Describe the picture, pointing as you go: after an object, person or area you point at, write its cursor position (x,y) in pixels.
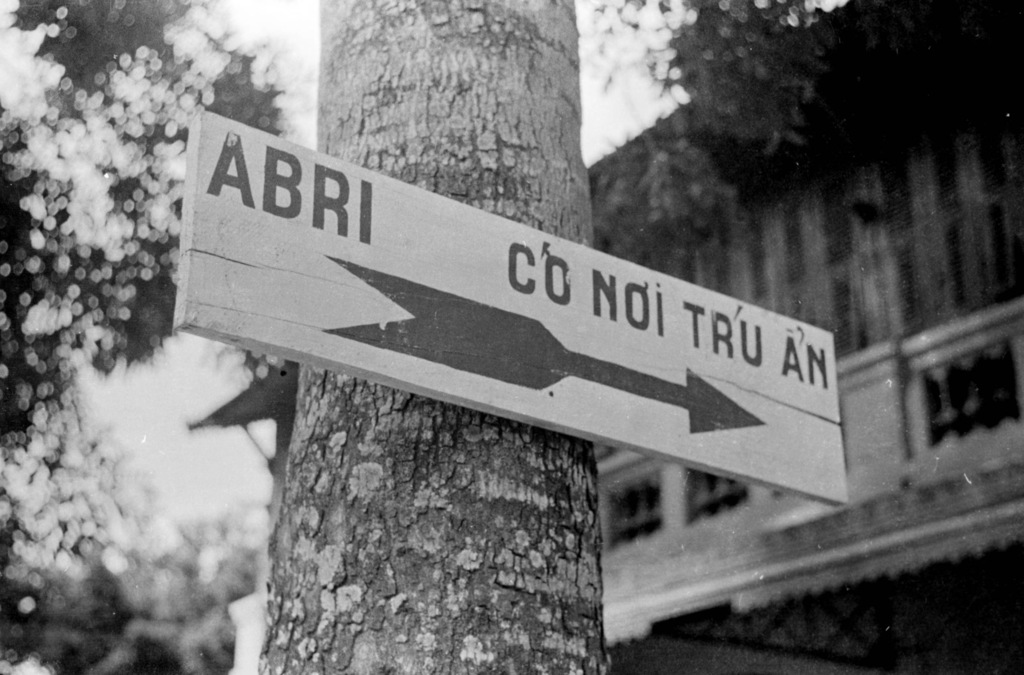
In this image I can see a tree trunk (410,647) and here I can see a board (570,331), on this board (487,351) I can see something is written. In the background (804,260) I can see a building (798,207) and I can see this image is little bit blurry from background (907,223). I can also see this image is black and white in colour.
